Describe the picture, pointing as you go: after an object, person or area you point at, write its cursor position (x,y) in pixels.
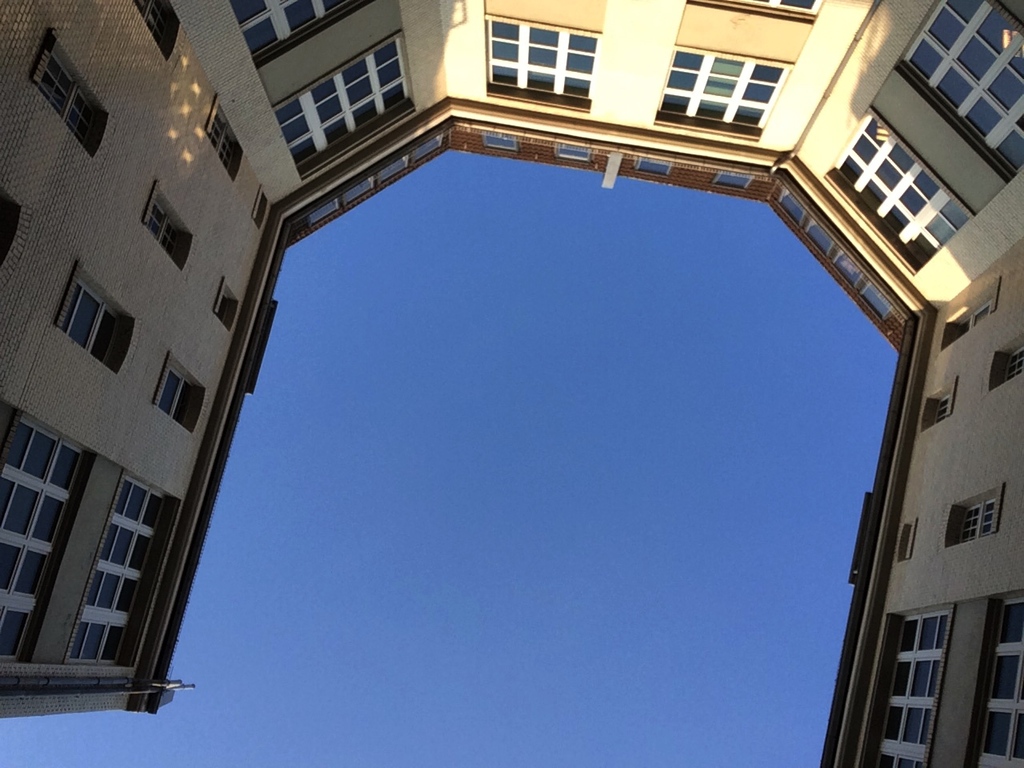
In this picture we can see building (1005,380) and windows (153,213). We can see sky (530,373) in blue color.
